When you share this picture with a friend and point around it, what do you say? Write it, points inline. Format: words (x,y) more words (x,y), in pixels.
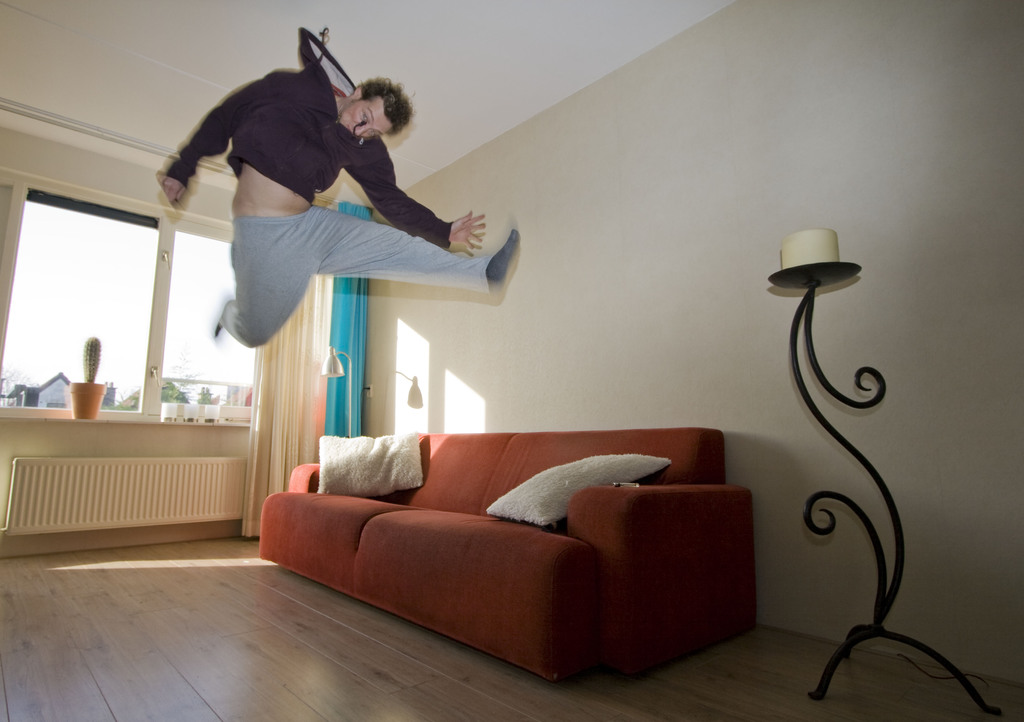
This image is taken inside a room (772,322). In the right side of the image (841,271) there is a candle (809,251) and a candle holder (817,266). In the middle of the image (450,468) there is a sofa (582,652) with pillows (392,484) on it. In the background (692,308) there is a wall (637,368) with windows (226,349) and curtains (291,402). At the top of the image (229,59) there is a ceiling (509,91). Near window (48,386) there is a pot (78,387) with cactus plant (97,359) in it. In the bottom of the image (183,624) there is a floor (197,636). In this image a man (328,231) is jumping.
